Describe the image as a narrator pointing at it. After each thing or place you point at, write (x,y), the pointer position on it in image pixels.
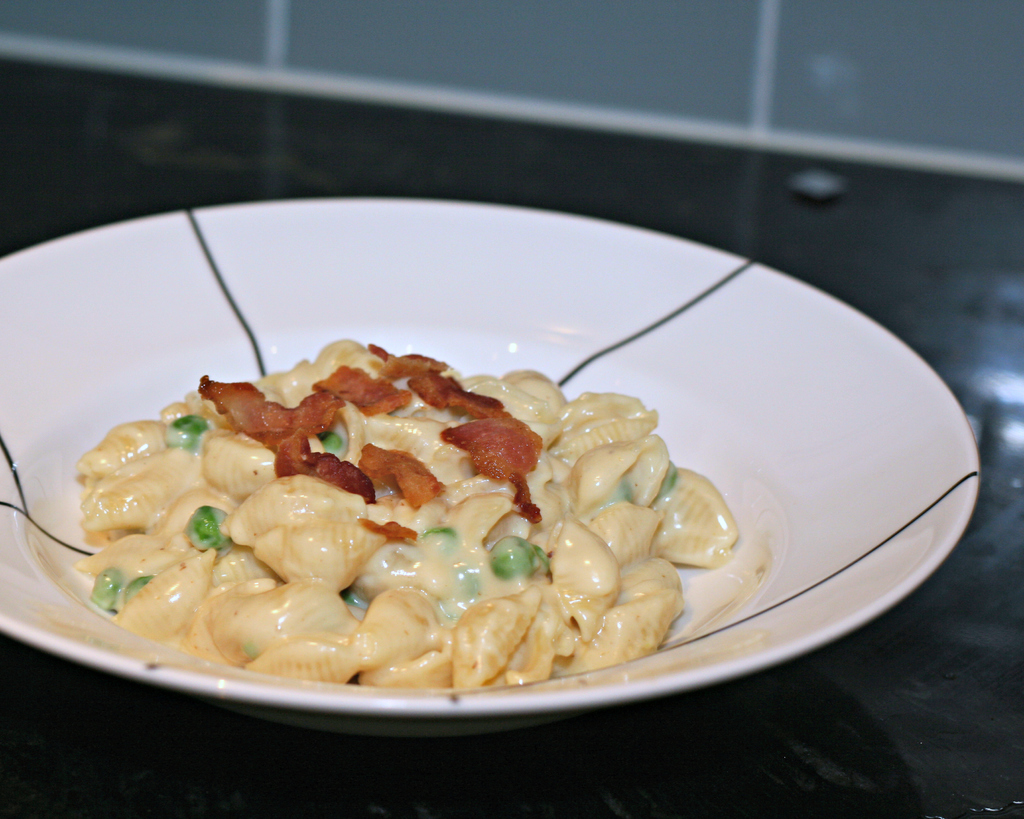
In this image we can see one white plate (632,306) with food (491,413) on the table (177,191) and one object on the surface (145,172).
